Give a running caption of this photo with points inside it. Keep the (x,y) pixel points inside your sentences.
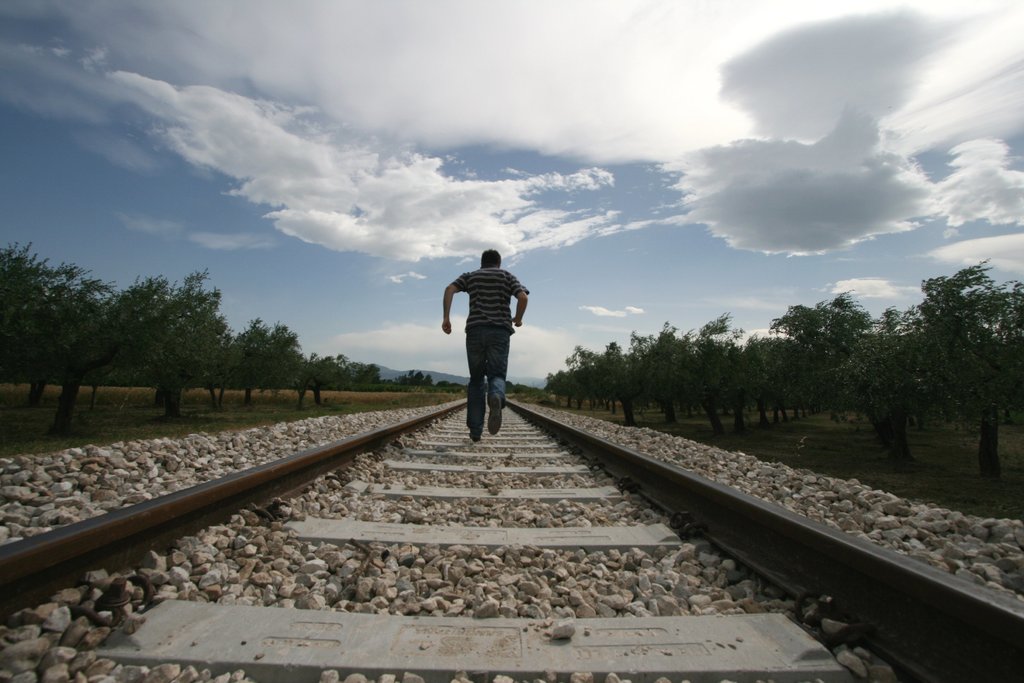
In this image there is one person (490,325) running on a railway track (504,460) as we can see in the middle of this image (481,446). There are some trees (624,389) in the background (314,371). There is a cloudy sky (471,216) on the top of this image (587,173), as we can see there are some stones (442,479) on a railway track (539,515) in the bottom of this image (385,545).
